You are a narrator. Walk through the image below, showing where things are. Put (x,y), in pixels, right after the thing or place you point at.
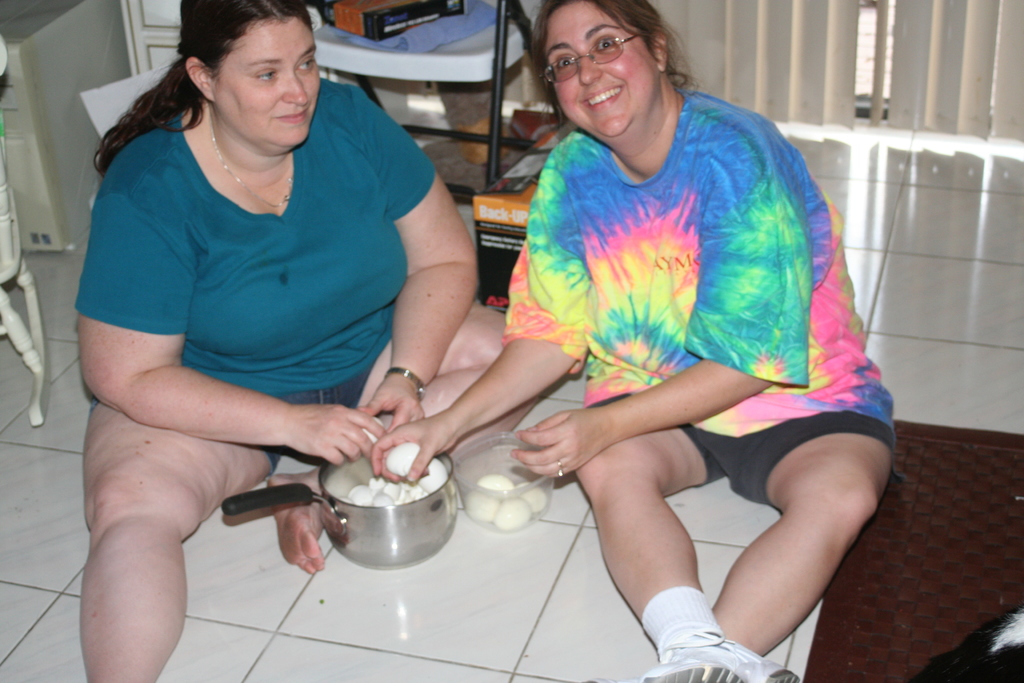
In this image in the center (345,270) there are women (445,211) sitting on the floor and smiling. On the left side (20,274) there is an object (7,264) which is white in colour. In the background (427,72) there is a chair (452,58) and on the chair (466,57) there are objects (444,17). On the right side (930,533) there is a mat (934,543) which is red in colour on the floor (983,402) and on the mat (980,626) there is an object (996,658) which is black and white in colour. In the center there are eggs (501,493) in a container (508,497) and there are objects (407,450) which is white in colour and in the hands (382,451) of the women (343,433) and there is a utensil (378,521) which is silver in colour and handle (267,498) which is black in colour and there is a curtain (839,42) in the background (861,37) which is white in colour.
